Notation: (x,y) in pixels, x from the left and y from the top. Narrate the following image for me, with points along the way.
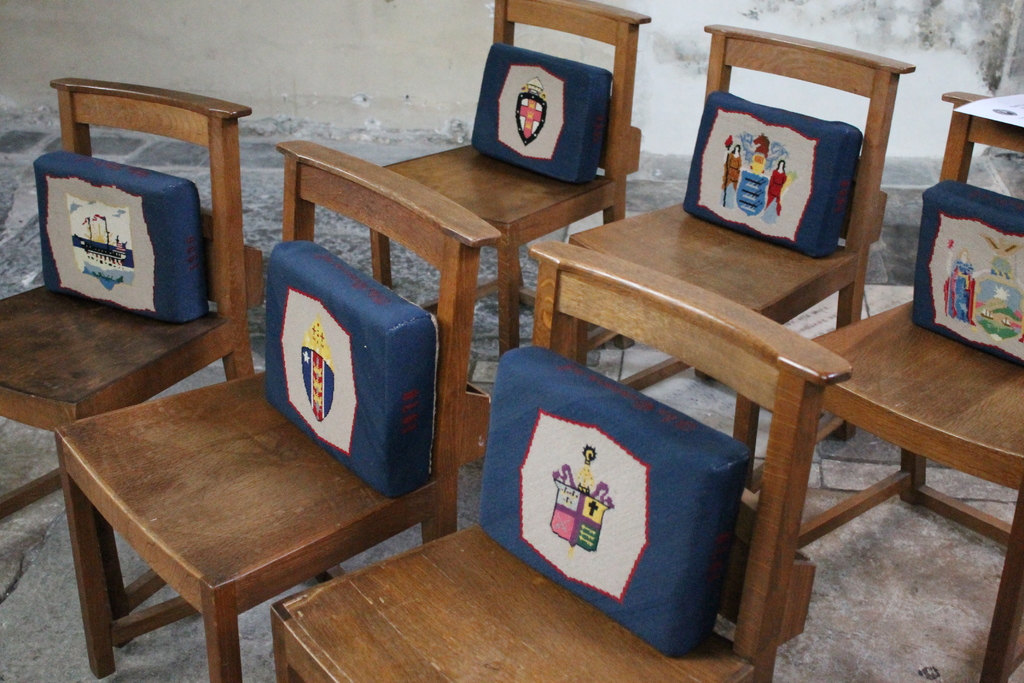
In this picture I can see there are few wooden chairs (744,644) and there are few cushions (415,377) placed on the chairs (359,547) and they have some symbols (570,539) on it. In the backdrop (275,52) there is a wall (276,50).
